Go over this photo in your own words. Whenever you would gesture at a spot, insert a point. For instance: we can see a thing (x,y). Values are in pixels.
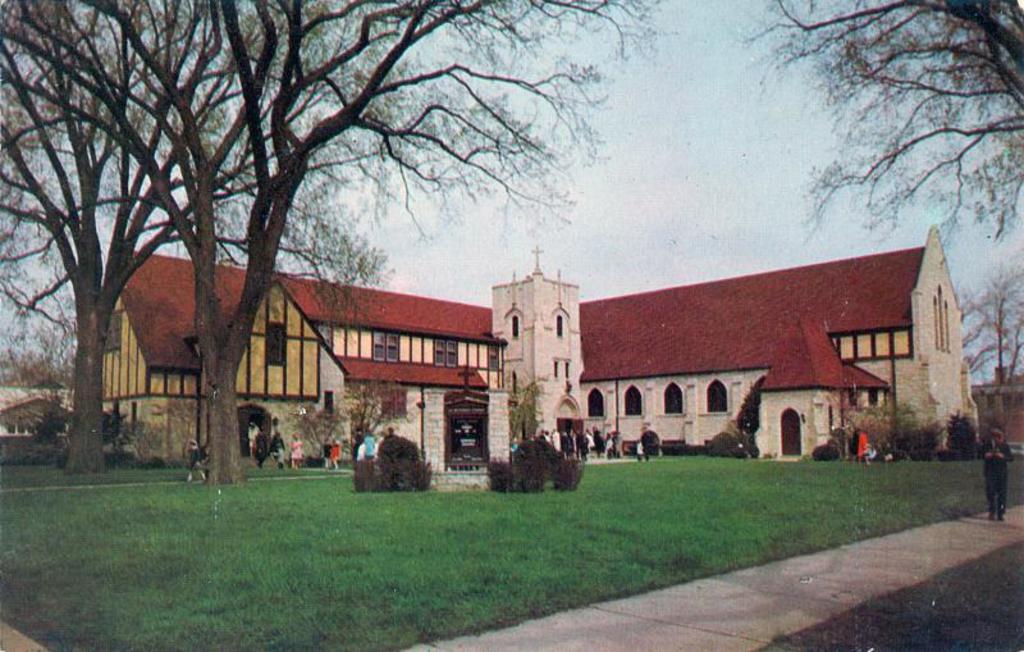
At the bottom of the image (222,527) on the ground (701,494) there is grass (425,582). In the image there is a building (760,312) with walls (908,347), windows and roofs (370,304). And also there are few trees (522,390). There are few people (267,453) standing in front of the building (265,307). At the top of the image (859,214) there is a sky (722,191). On the right side of the image (992,507) there is a man (1001,495) on the path (997,531).
